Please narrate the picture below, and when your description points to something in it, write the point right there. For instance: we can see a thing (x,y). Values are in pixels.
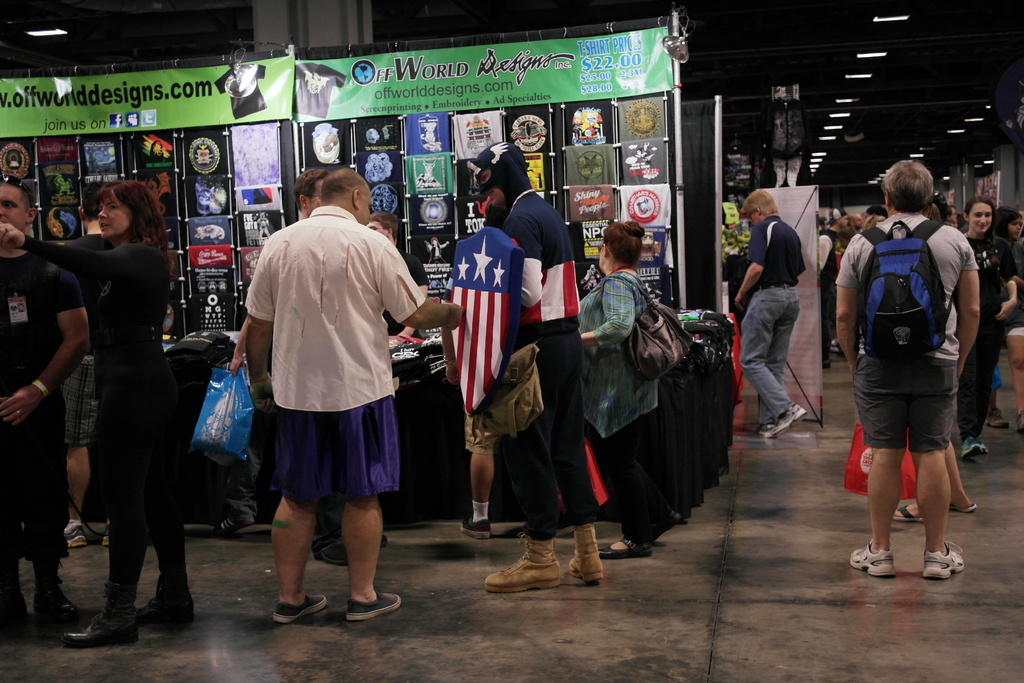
In this picture there is a man (357,210) who is wearing white shirt (296,391), short (312,473) and shoe (364,609). Beside him we can see a person (546,456) who is wearing a captain america's dress (544,440) and holding a shield (496,285). On the left (128,587) there is a woman (114,545) who is wearing black dress (128,380), beside her we can see a man (61,356) who is also wearing a black dress (14,470). Behind them we can see the table (497,482) and banners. On the right (869,380) we can see a man (872,367) who is wearing a bag (914,298). In the background (1016,250) we can see the group of persons (953,204) were walking in the hall (963,196). Beside them we can see the shop (800,245) and banner (812,320). At the top (857,97) we can see the tube lights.
